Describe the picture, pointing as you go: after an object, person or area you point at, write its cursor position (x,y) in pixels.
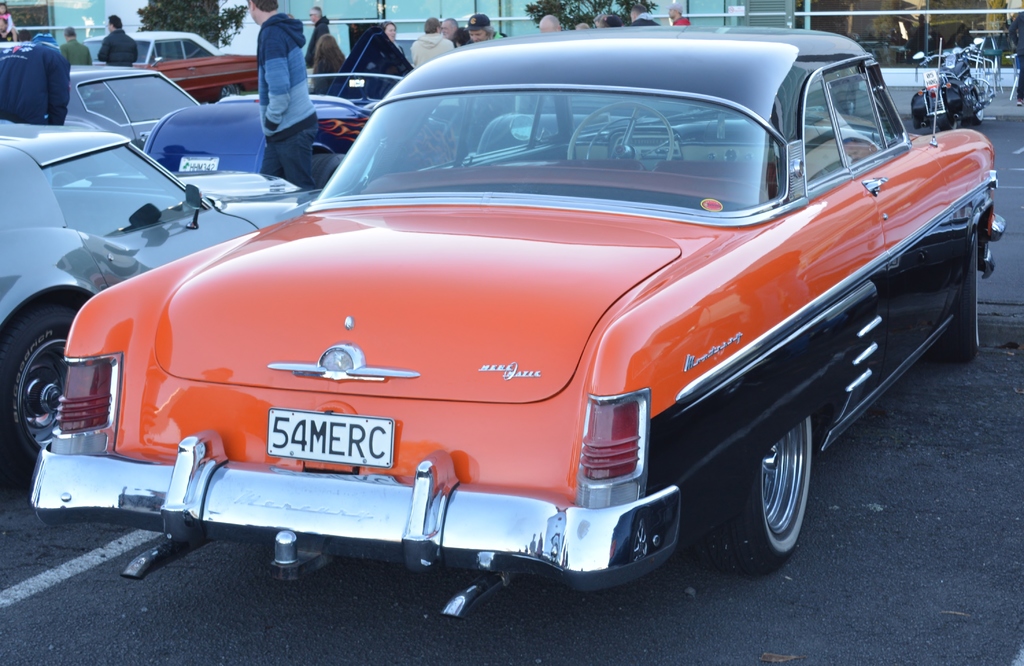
In this image in the foreground (565,534) there is one car (412,259), and on the left side (112,143) there are a group of cars (141,114) and some persons (132,48) are standing and some of them are walking. And also in the background (93,24) there are some trees (216,16), building (723,19) and some bikes (981,77), at the bottom (977,490) there is a road (417,615).
